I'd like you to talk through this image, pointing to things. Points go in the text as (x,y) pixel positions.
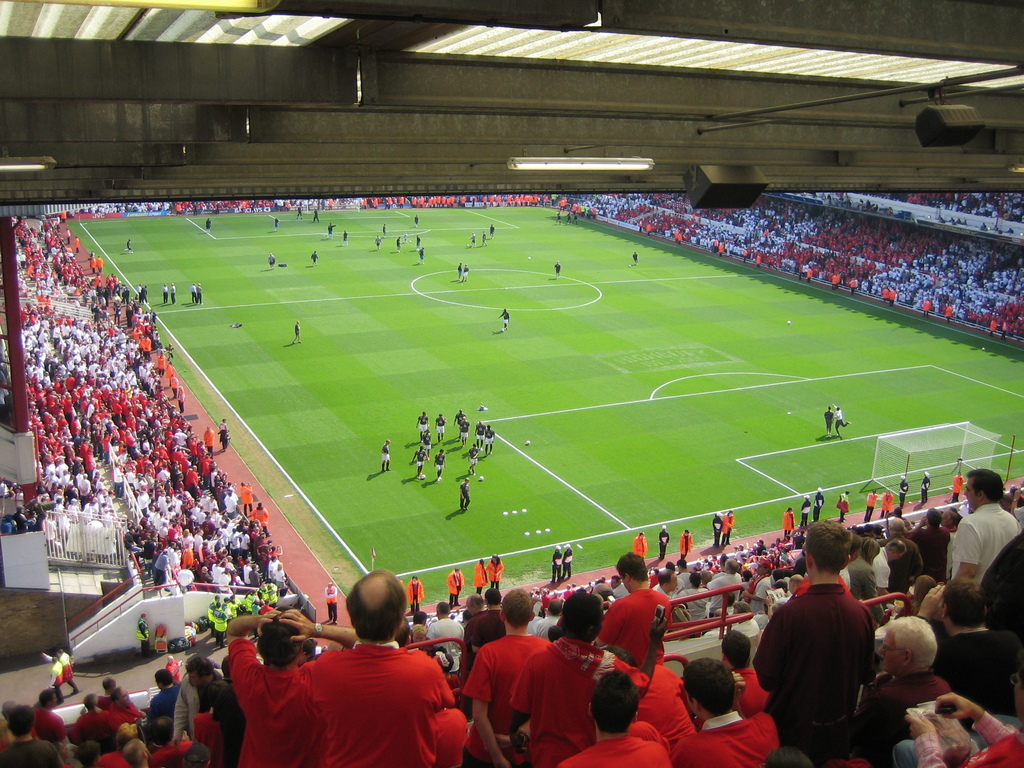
In this picture I can see a football stadium (191,314), where I can see number of people (148,345). In the middle of this picture (579,398) I see the football ground (444,267), on which there are white color lines (562,308). On the top of this picture (240,3) I see the lights (83,2).
